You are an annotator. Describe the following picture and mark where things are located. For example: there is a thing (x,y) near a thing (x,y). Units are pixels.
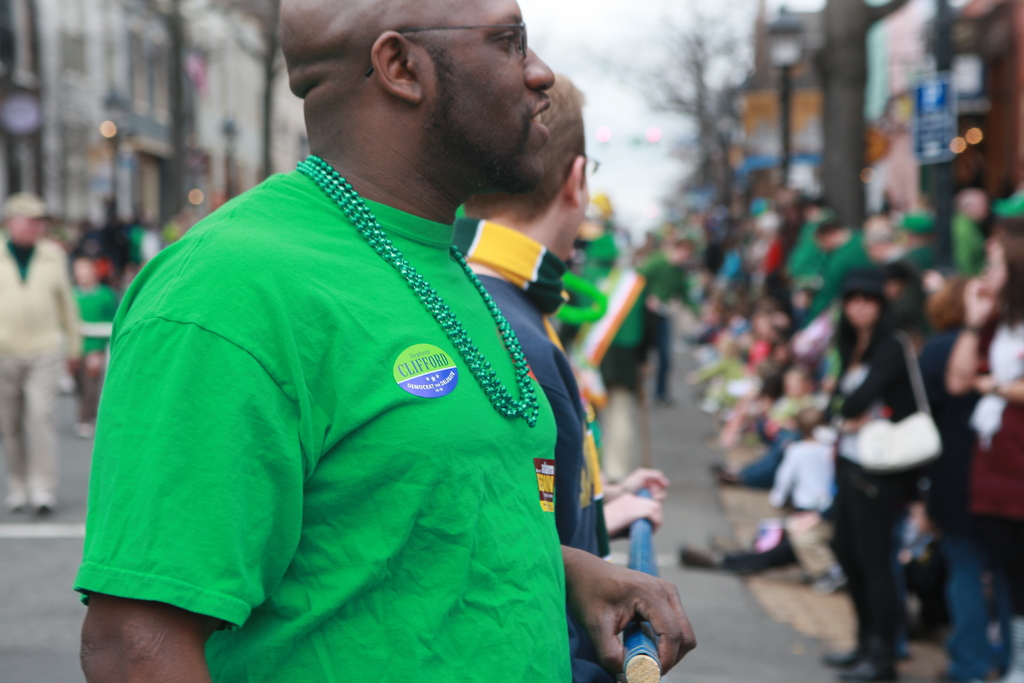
This is an outside view. Here I can see two men (433,259) standing facing towards the right side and holding a stick (631,558) in their hands (637,587). In the background (643,269), I can see few people (47,309) on the road (25,564). On the right side (836,349), I can see a crowd of people (877,340). In the background (134,84) there are few buildings (897,116) and trees (699,160). At the top of the image (563,15) I can see the sky (549,10).
